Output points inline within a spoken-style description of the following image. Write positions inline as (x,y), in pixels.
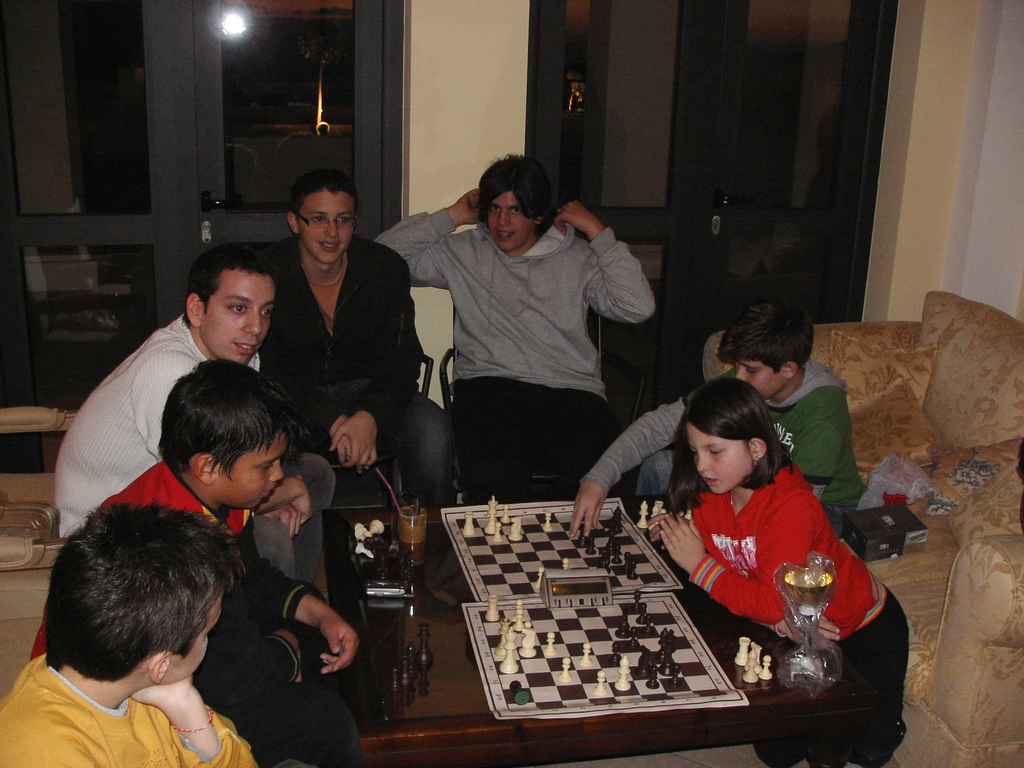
These persons (474,342) are sitting on a chair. Beside this person (771,537) there is a couch (959,661). On this table (396,630) there are coins (661,652), trophy (818,618), glass (408,548) and chessboard (524,542). This is door (202,201) with handle (217,202). On top (224,18) there is a light (228,32).
